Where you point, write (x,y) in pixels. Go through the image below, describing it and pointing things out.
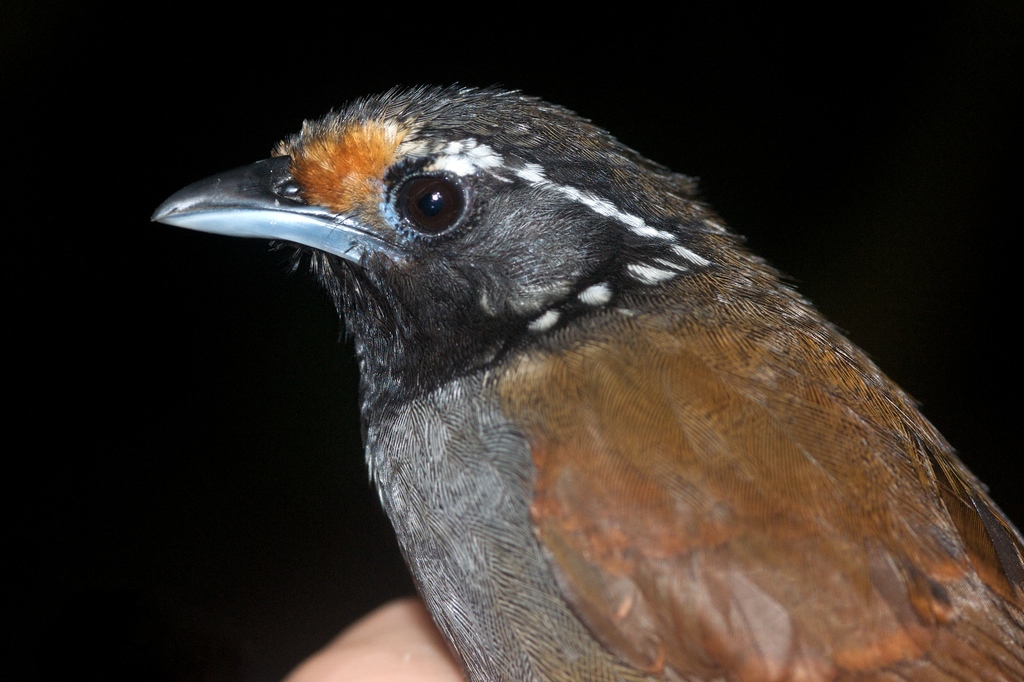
In the center of the image (476,261), we can see a bird (526,302) and the background (265,429) is in black color.
